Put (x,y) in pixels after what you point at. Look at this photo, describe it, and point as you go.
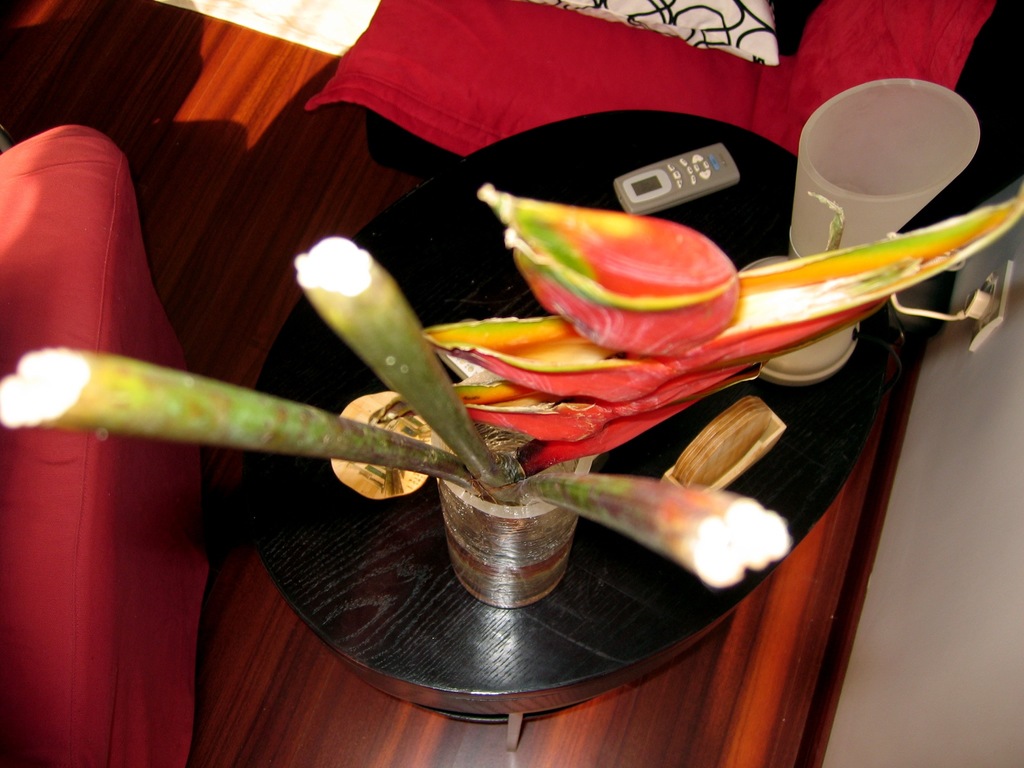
In this image in the center (506,442) there are flowers (525,434) in the flower pot (530,503) and there is a remote control (717,186) and there is an object (908,187) which is white in colour which is on the table (441,284) which is black in colour. On the left side (57,486) there is a sofa (53,462), at the top (724,5) there is a cushion (727,24) on the sofa (578,35) and at the right side (975,315) on the wall (980,396) there is a socket (986,322) and there is a wire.
